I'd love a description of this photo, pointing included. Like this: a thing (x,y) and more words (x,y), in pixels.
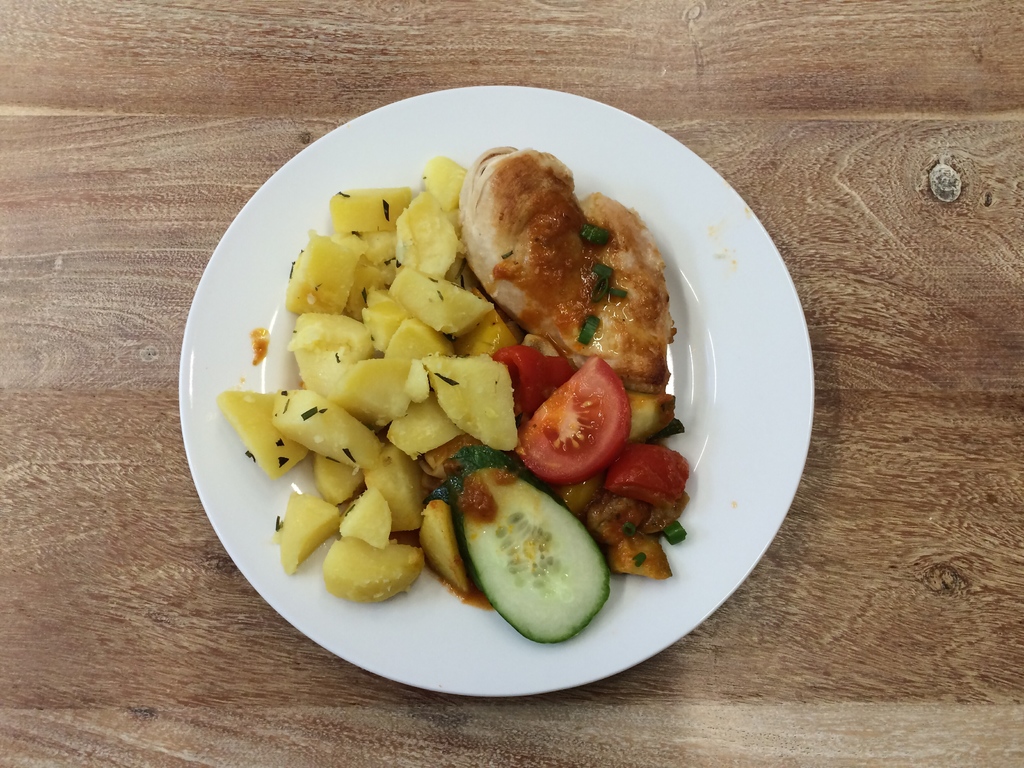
In this image we can see a plate (454,643) with some food (543,538) on the wooden surface (19,220), which looks like a table (997,170).
